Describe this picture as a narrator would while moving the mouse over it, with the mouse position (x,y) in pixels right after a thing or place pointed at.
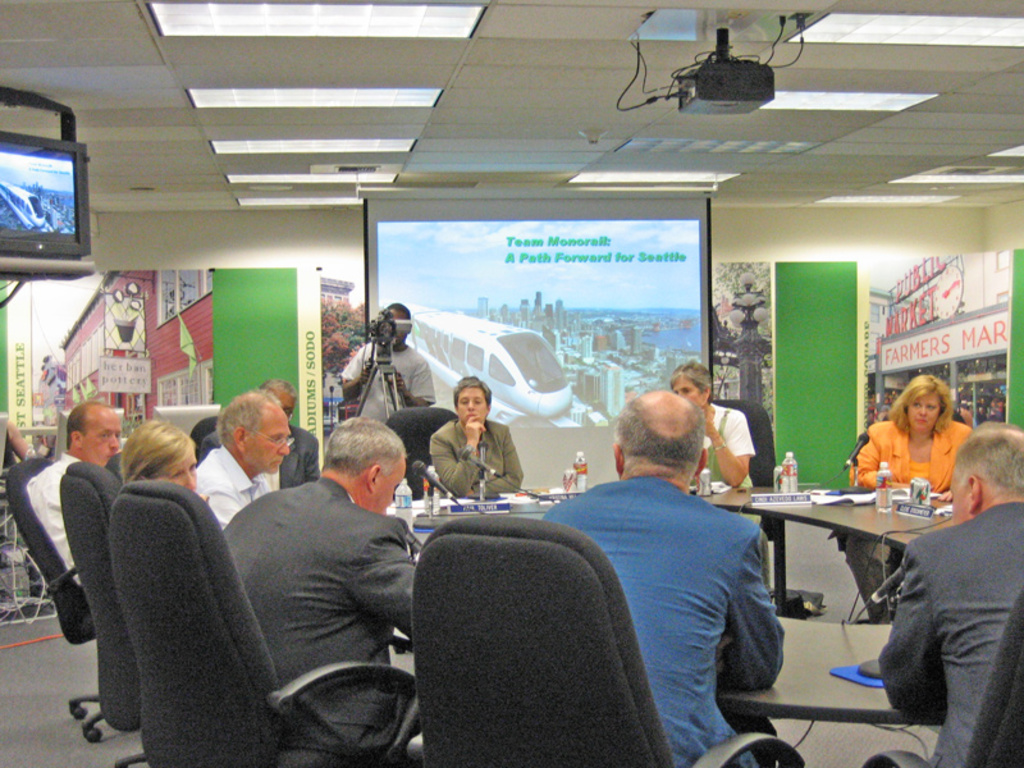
In this picture we can see a group of people (698,698) sitting on chairs (635,647), one person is standing, here we can see a table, mics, bottles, name boards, papers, projector screen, wall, posters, television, projector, camera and some objects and in the background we can see a wall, roof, lights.
